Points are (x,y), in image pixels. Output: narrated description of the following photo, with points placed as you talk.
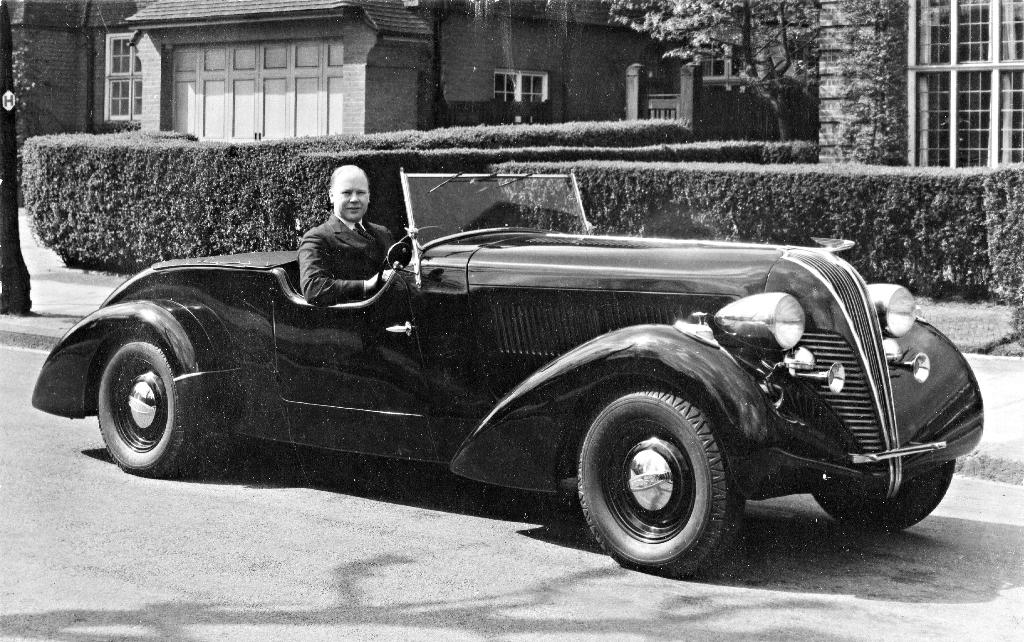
A black and white picture. This man (338,282) is sitting inside his car (401,326). This is a building (277,118) with door (271,118) and windows (523,95). In-front of this building (372,124) there are plants (266,146). Beside this building (853,85) there is a tree (758,32).
